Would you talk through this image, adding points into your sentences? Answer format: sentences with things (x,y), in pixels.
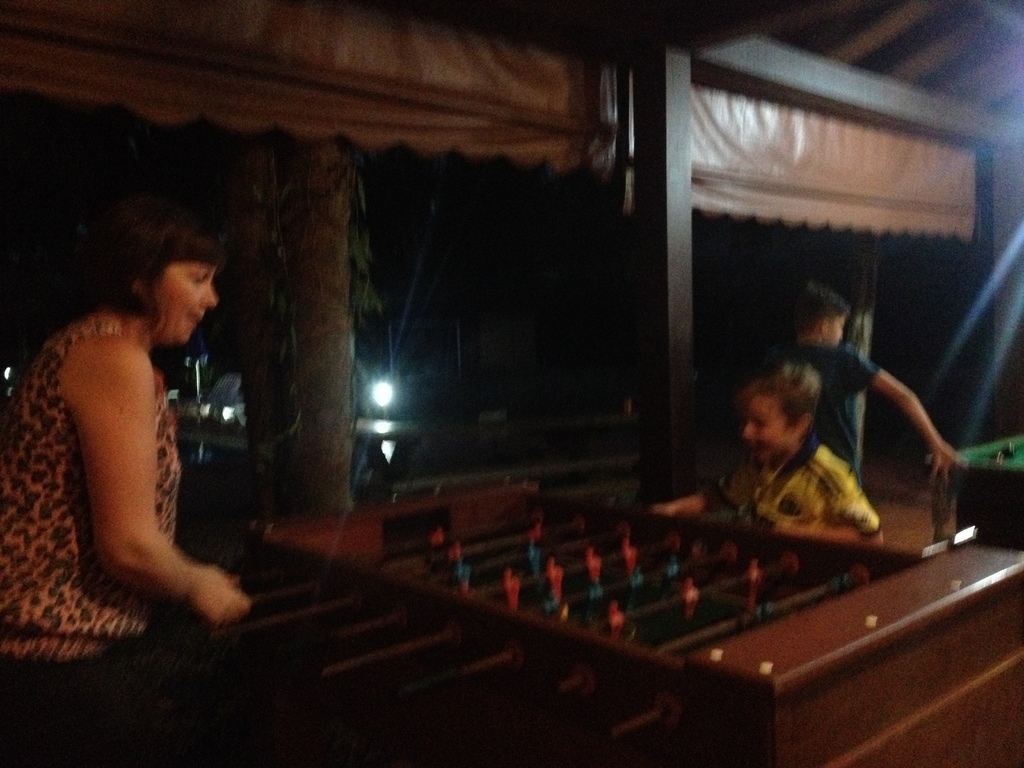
There is one woman (120,453) and a child (804,485) is playing a football table (548,637) as we can see at the bottom of this image (637,556). We can see a bark of a tree (346,367) and a light (376,383) in the background (348,381).
